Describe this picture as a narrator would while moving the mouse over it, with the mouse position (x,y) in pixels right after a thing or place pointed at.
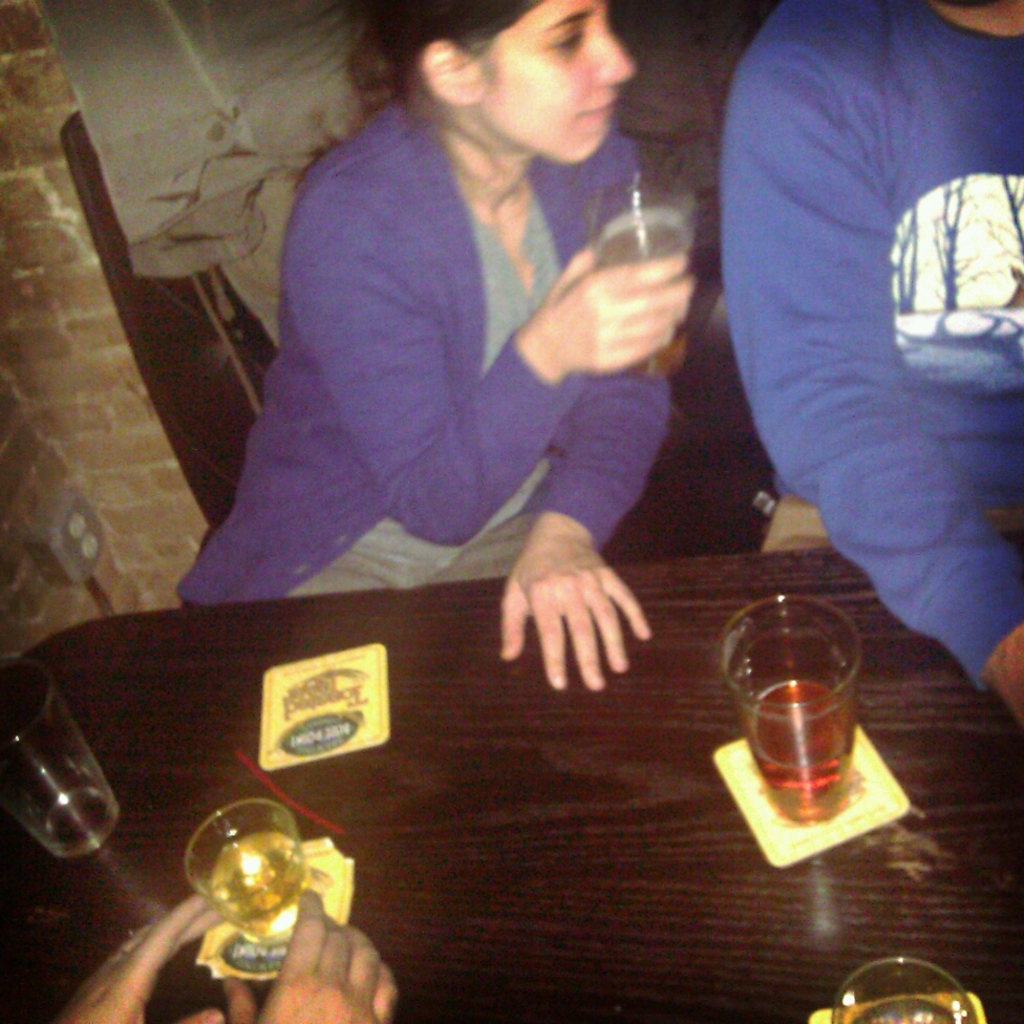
In the center of the image (579,482) we can see people (609,301) sitting and holding glasses (688,250) in their hands (672,268), before them there is a table (211,614) and we can see glasses (793,787) and paper (304,680) placed on the table (336,761). In the background (92,406) there is a wall (95,423).
